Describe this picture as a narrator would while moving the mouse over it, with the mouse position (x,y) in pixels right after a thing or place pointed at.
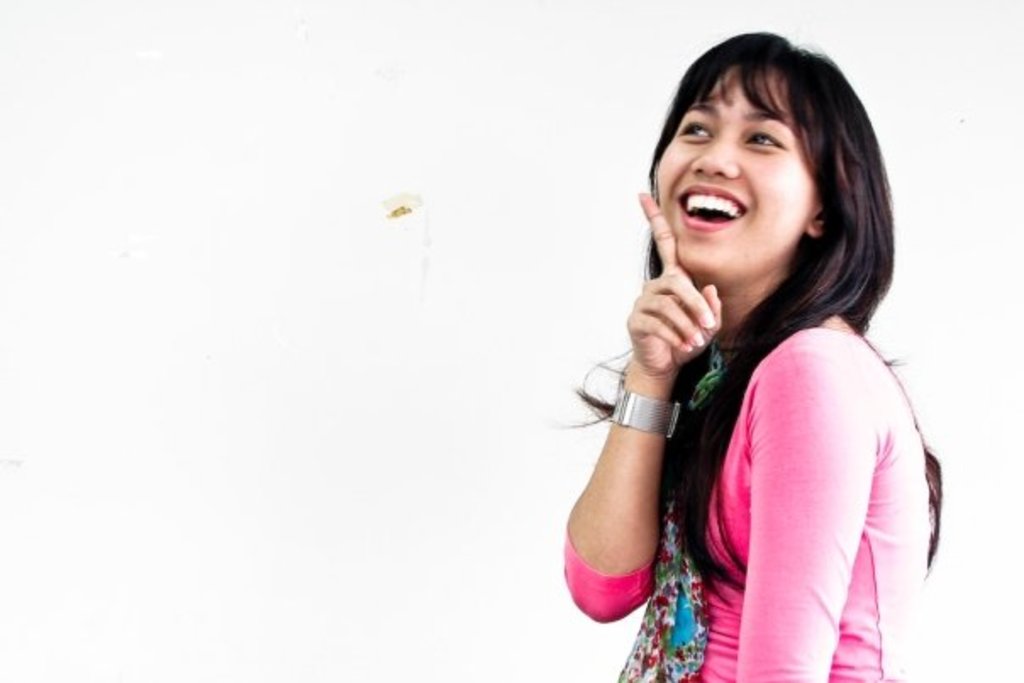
In this image I can see the person (728,446) wearing the pink and blue color dress (740,440) and there is a white background (458,37).
